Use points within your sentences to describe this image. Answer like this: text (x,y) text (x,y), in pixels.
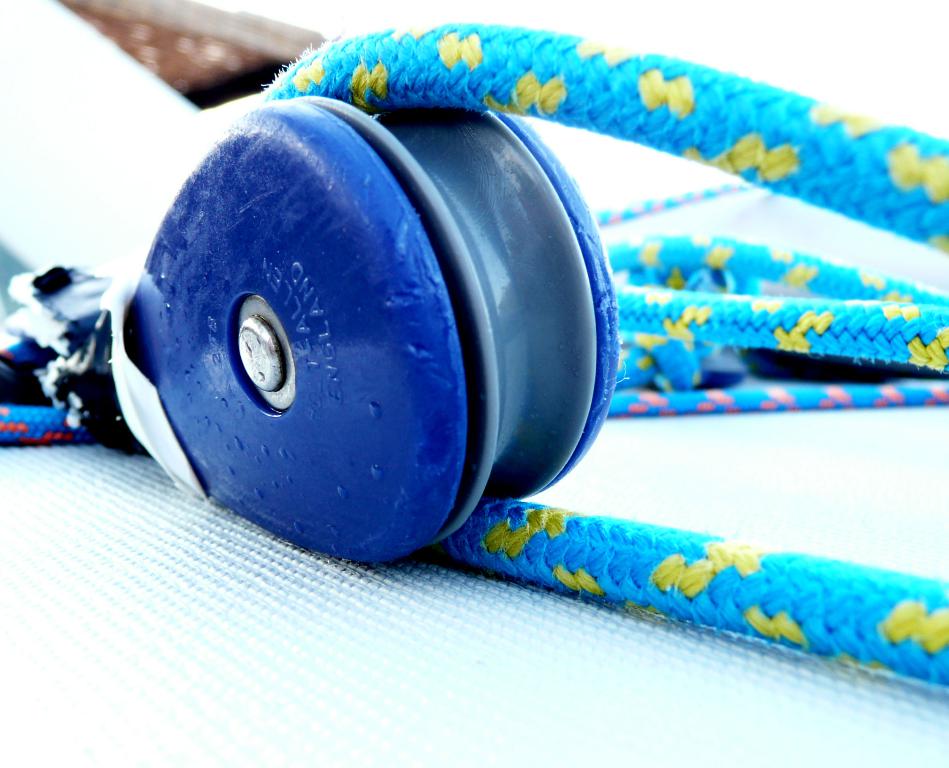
In this picture we can see ropes (914,575) and objects (324,142) on the white platform (412,606). In the background of the image (725,22) it is blurry.
